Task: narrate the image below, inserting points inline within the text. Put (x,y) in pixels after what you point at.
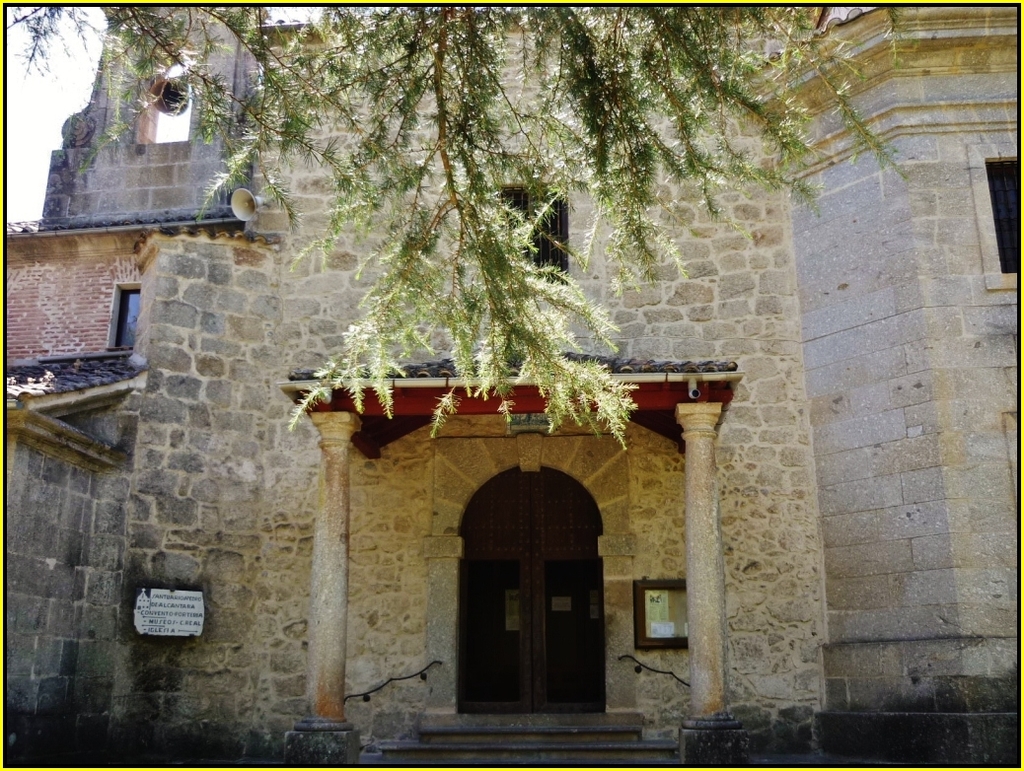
This is an edited picture. I can see a building (586,223) with windows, there is a megaphone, there is a tree (488,386). At the top left corner of the image (64,101) there is the sky (69,25).
